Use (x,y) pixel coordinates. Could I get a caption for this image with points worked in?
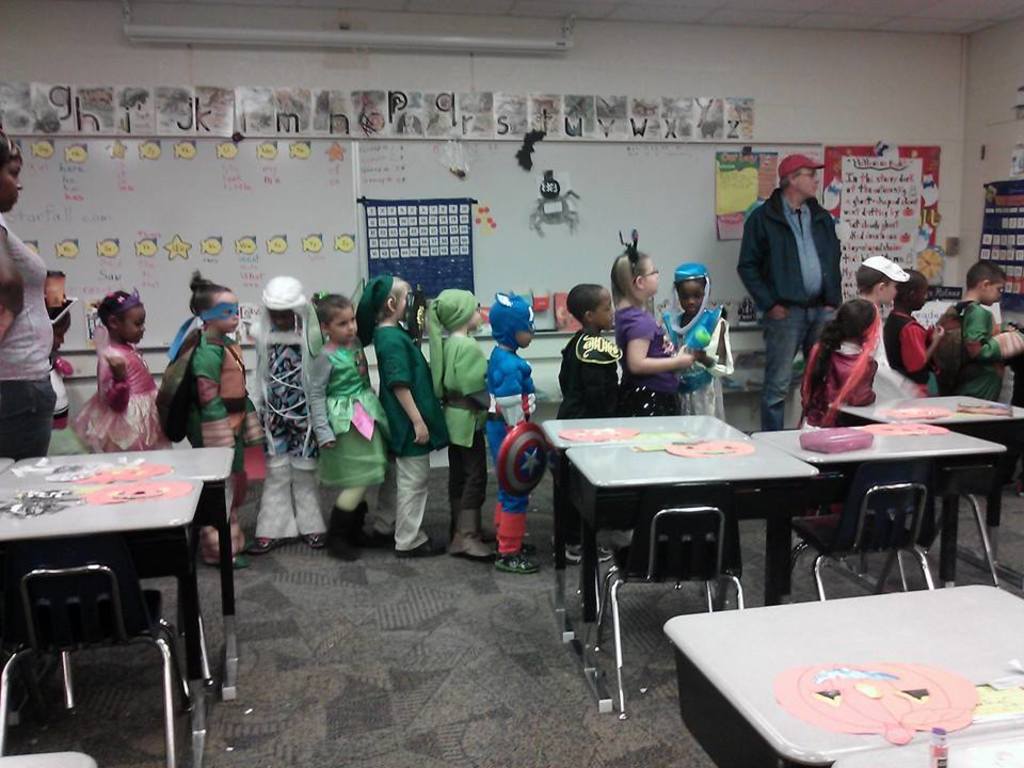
In this picture we can see some children (493,417) standing in the line. This is the floor (385,600), and these are the tables (950,473). And there are some chairs (877,551). Here we can see some posters (883,179) on to the wall (441,60). This is the light (428,43) and even we can see a man (763,241) standing here. And he wear a cap (789,166).
